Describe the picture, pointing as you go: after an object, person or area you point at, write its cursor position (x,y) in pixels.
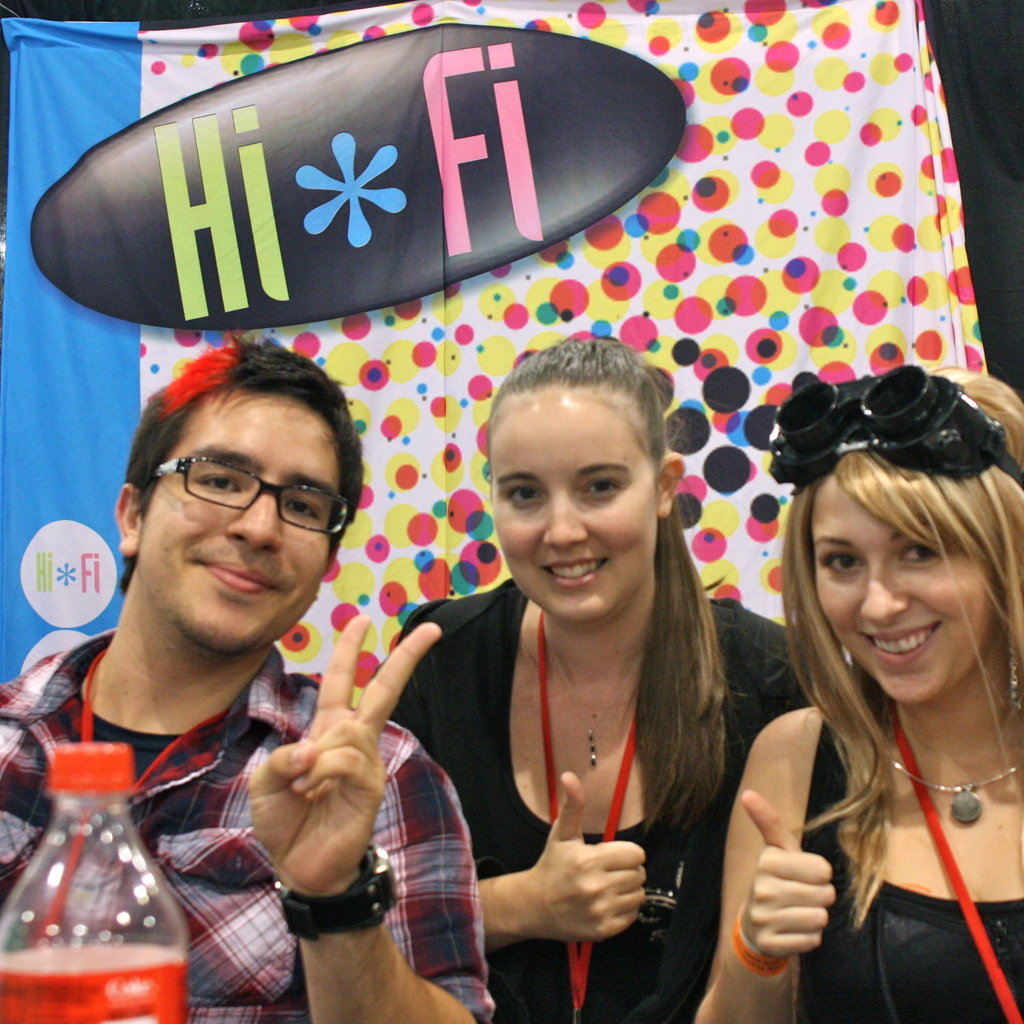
In this image there are persons (718,769) smiling. In the front (93,899) there is a bottle (66,927). In the background (676,176) there are curtains (695,252) and there is a board (327,221) with some text (306,229) written on it, there is some text (211,195) written on the curtain (81,481) which is visible.
